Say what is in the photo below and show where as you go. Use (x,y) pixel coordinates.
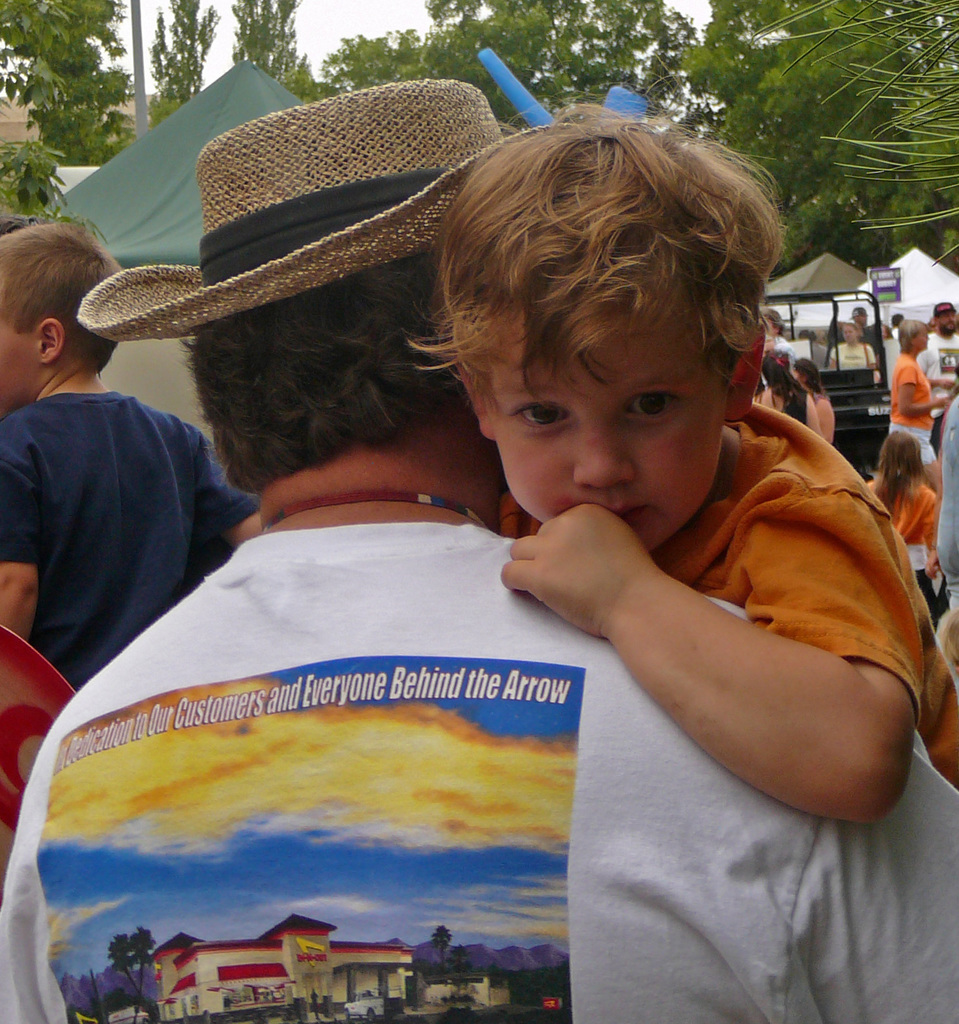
This picture is clicked outside. In the foreground (460,490) there is a person (217,584) wearing white color t-shirt (676,766), hat (356,177) and holding a kid (734,479) and we can see the picture (225,899) of a building (322,958), sky (356,926) and trees (143,961) on the t-shirt (342,570) of a person (565,757) and the text (225,711) is printed on the t-shirt (583,709). In the background (894,67) we can see the sky (312,32), trees (364,45), tents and group of persons (92,420).
